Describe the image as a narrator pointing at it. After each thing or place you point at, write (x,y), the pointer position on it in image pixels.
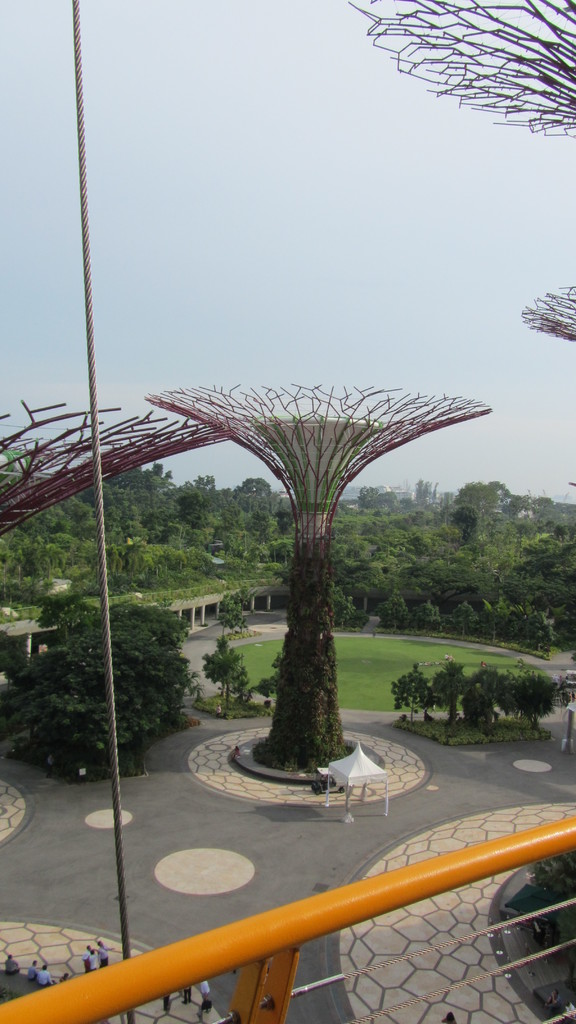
In this image we can see a rod (147,957) and few people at the bottom (133,957). Also there is an architecture (323,507) in the shape of a tree (327,437). On that there are creepers (329,690). Near to that there is a tent (360,771). In the back (139,652) there are trees (237,611). In the background (253,268) there is sky (385,244). Also we can see a rope (125,952) on the left side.
